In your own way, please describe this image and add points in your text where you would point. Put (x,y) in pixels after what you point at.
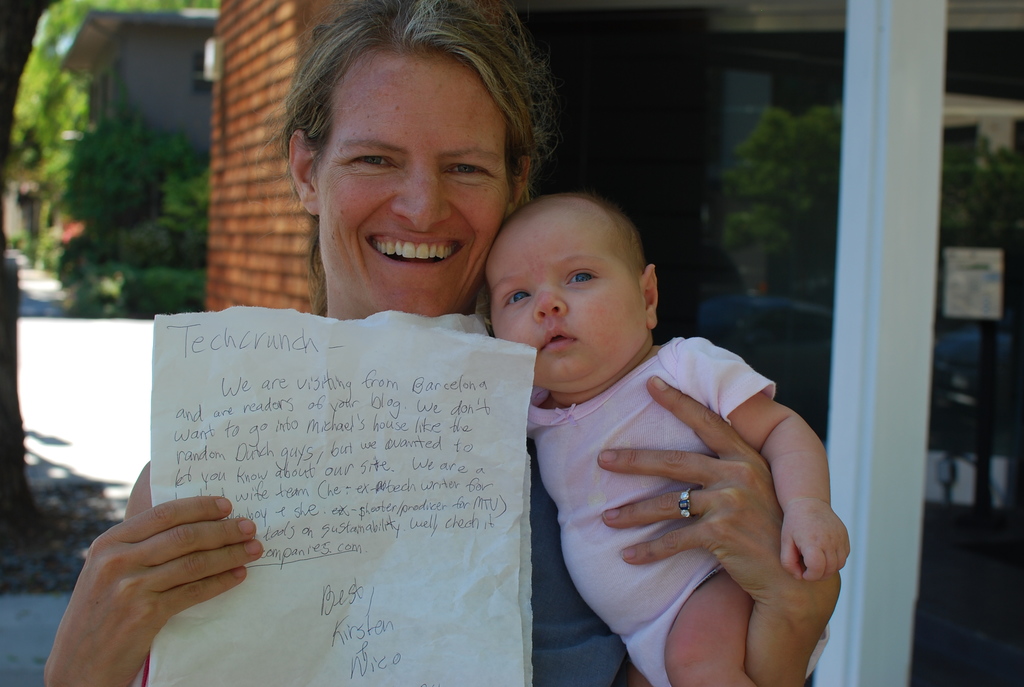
In this image we can see two persons (568,499). A lady (534,492) is carrying a baby (577,524) and holding some paper (385,561). There are few houses (211,125) in the image. There are many trees (153,225) and plants (118,217) in the image. There is some reflection (822,263) on the glass (1008,341).
